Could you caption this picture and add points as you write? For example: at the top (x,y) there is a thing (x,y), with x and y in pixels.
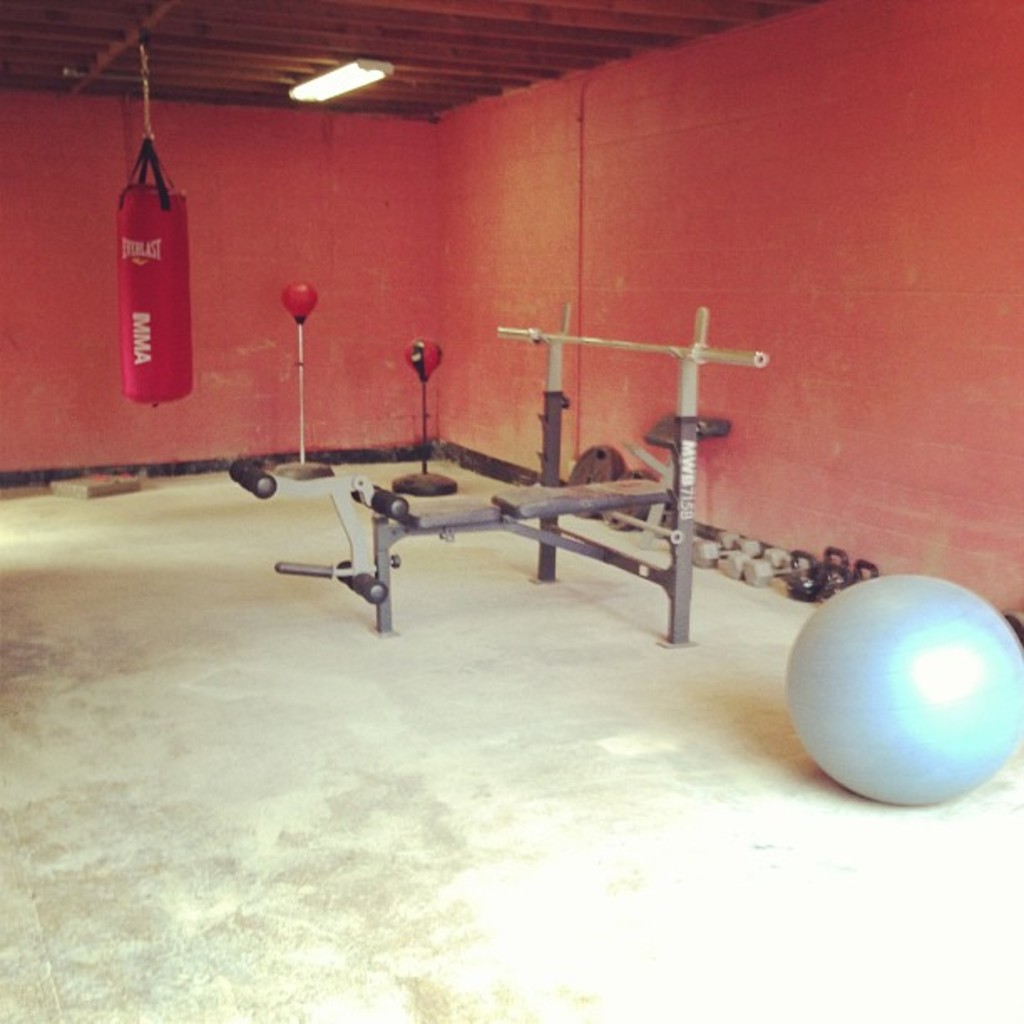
In this image there are gym equipments (612,483), behind that there are few objects (743,552) on the floor (588,664), there is a ball (963,680) and a punching bag (155,281) hanging from a ceiling (252,62) and there is a light (306,94). In the background (521,216) there is the wall (521,216).
